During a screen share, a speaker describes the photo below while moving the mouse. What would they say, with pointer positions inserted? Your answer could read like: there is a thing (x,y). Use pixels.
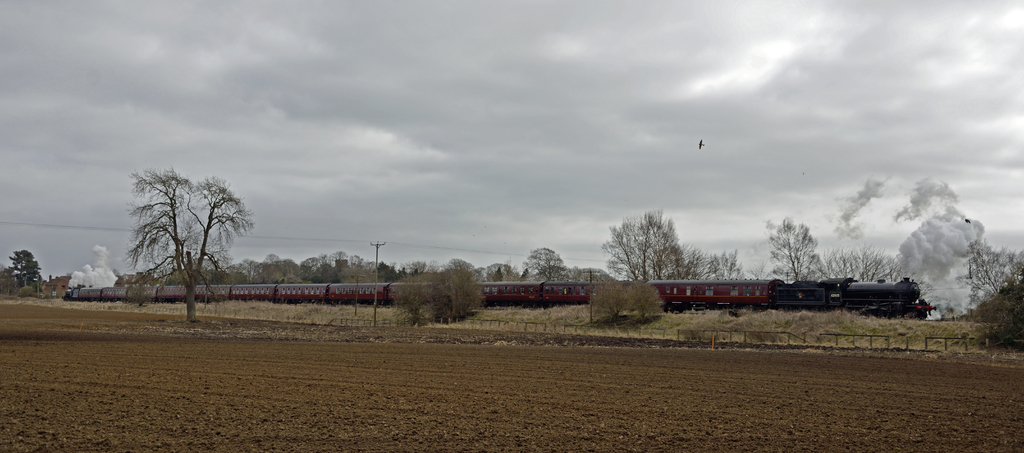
There is ground (229,393). In the background (211,206), there are trees (27,277), plants (632,288) and grass (779,326) on the ground (718,322), there is a train (168,294), a pole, a bird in the air (373,258) and there are clouds (686,142) in the sky (118,89).
